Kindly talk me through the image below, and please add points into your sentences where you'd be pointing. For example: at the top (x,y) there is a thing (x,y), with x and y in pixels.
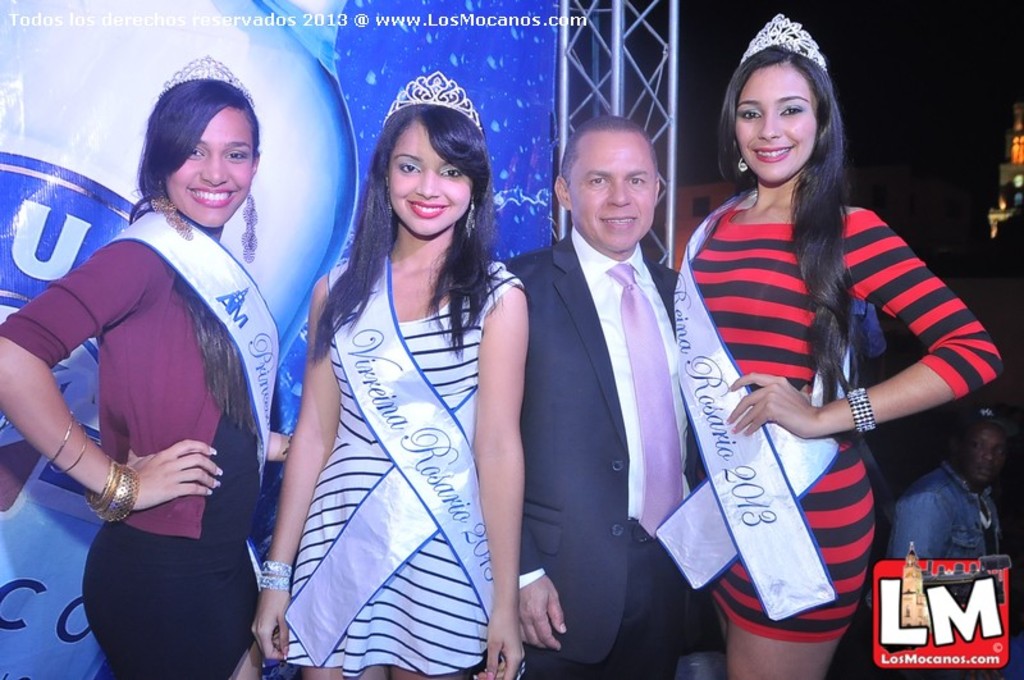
In the background (735,58) we can see a banner (524,65), beams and its dark. In this picture we can see women (783,324) wearing crowns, sashes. We can see a man (647,139) wearing a shirt (631,419), tie (649,364), blazer (585,474). They all are smiling. On the right side of the picture (969,465) we can see watermark (954,618) and a person (996,448). At the top portion of the picture (513,25) we can see watermark (393,23).
